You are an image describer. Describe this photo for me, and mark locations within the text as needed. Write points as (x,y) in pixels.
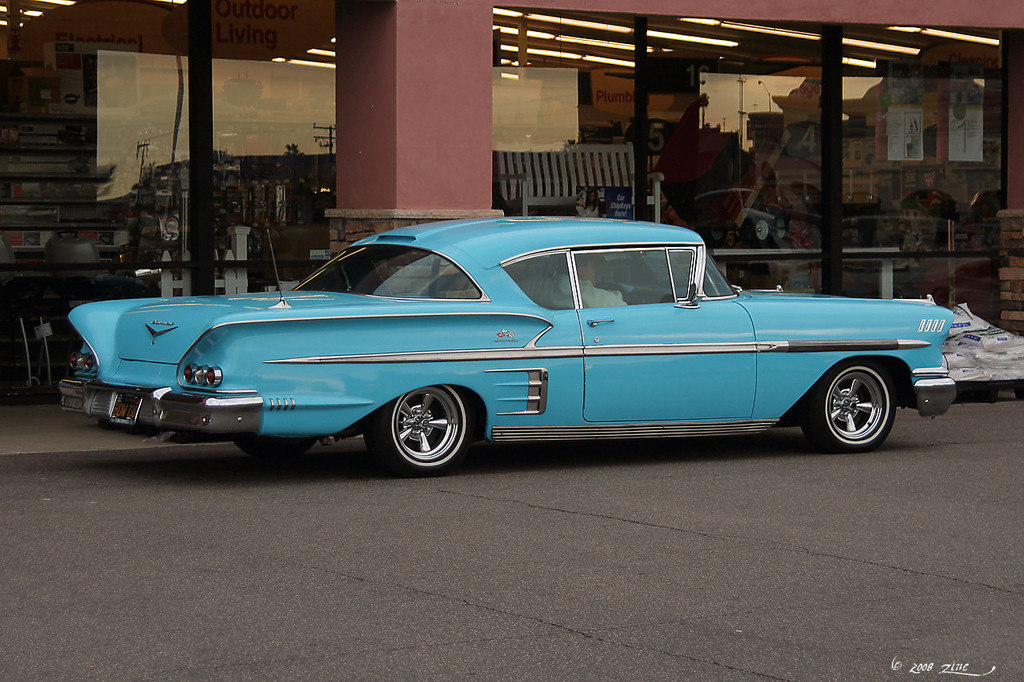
In this picture we can see a car (401,299) on the road (764,521), bench (570,155), lights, some objects (665,71), glass (679,152) with the reflection (803,174) of buildings (790,179), trees (285,148), poles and the sky (532,89) on it.
